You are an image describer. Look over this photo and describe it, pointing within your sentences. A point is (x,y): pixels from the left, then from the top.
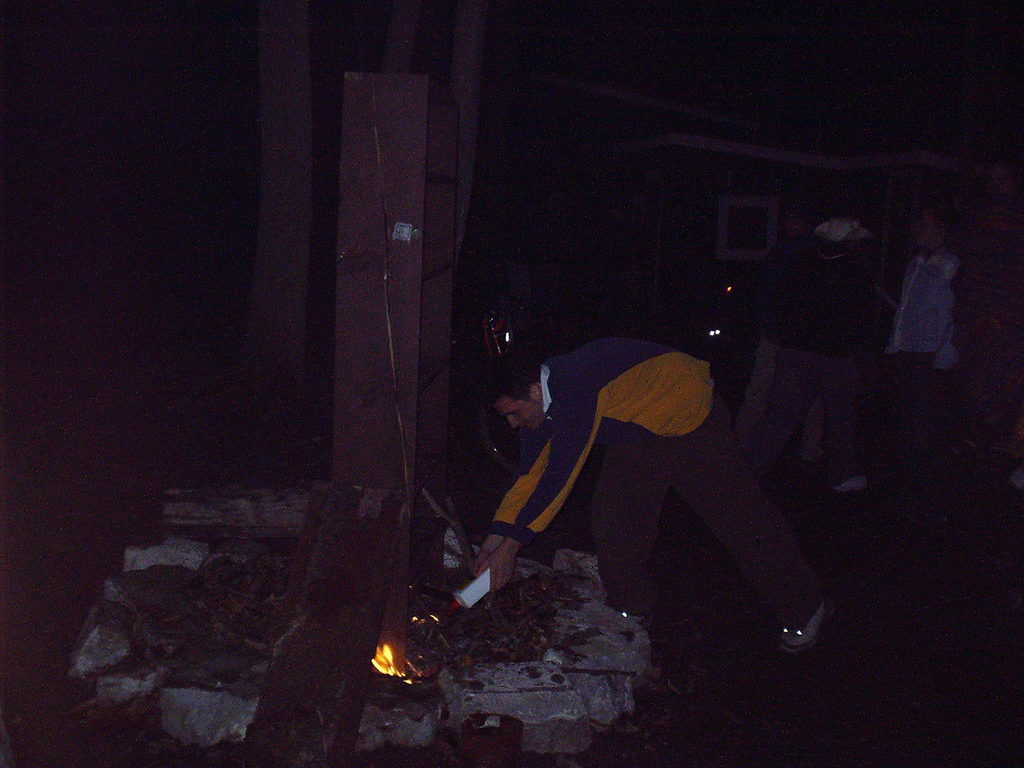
In this image we can see a man (627,446) is bending and holding white color object (476,593) in his hand (482,550). He is wearing yellow and navy blue color jacket (622,375). In front of him wooden thing (406,267) is present. Background of the image (852,286) wall (904,265) is there and persons (889,367) are standing.
